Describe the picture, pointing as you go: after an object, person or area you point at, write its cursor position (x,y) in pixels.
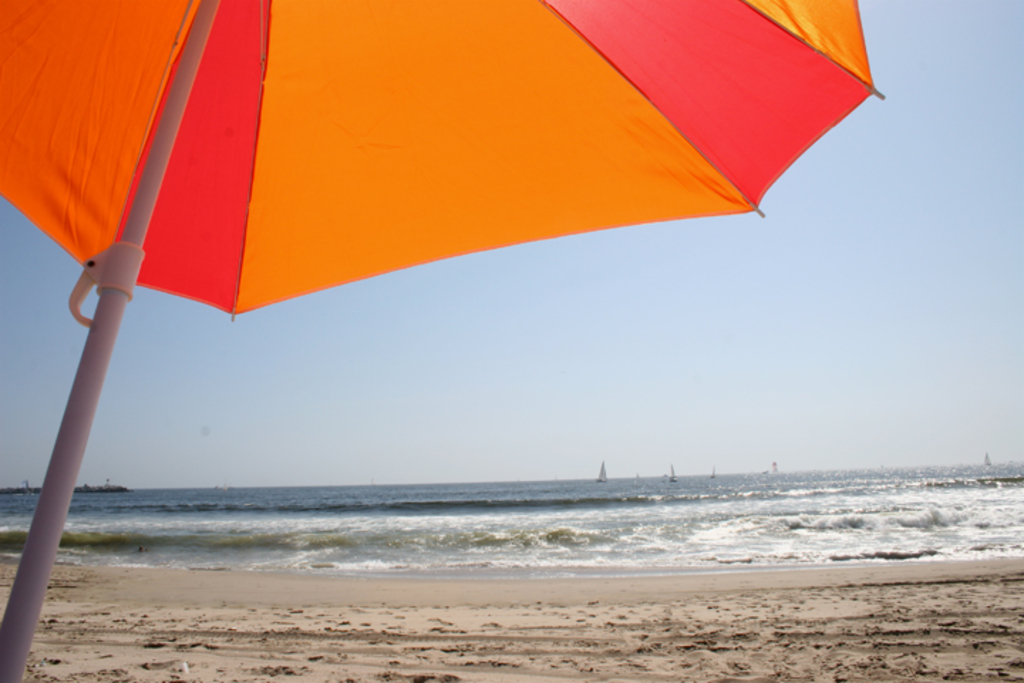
In this image, at the left side (297,205) we can see an orange and red color umbrella (363,51), there's sand (286,675) on the ground (593,639), in the background (867,561) we can see water (861,471) and at the top (762,227) there is a sky (485,477).
